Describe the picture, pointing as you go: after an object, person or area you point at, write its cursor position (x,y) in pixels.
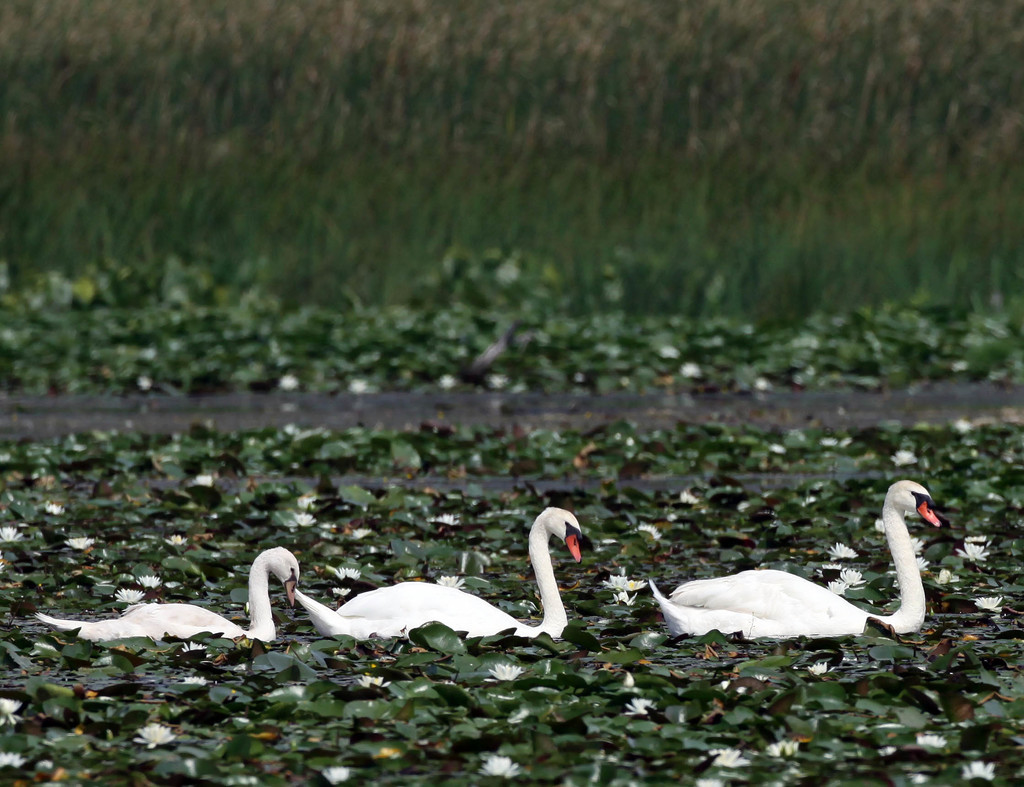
In the image there are swans (257,568) in the water (299,615). And there are leaves (386,710) and flowers (830,567) floating on the water (576,392). In the background (438,167) there is grass (851,289).
